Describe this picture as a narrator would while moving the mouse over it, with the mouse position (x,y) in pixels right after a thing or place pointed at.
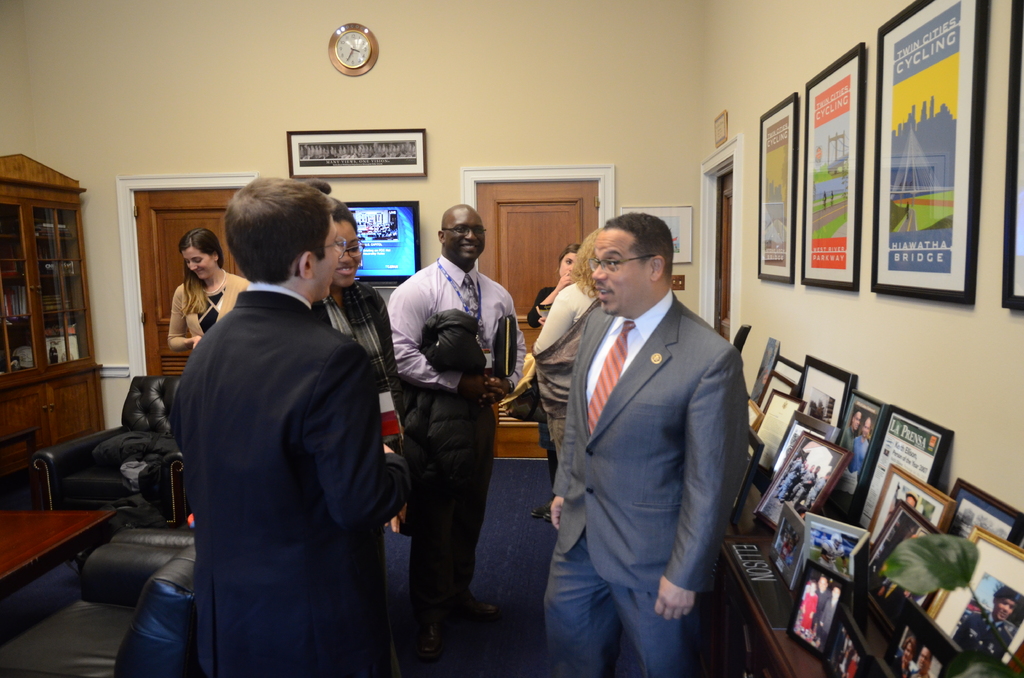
In this picture we can see few persons (611,321) standing and talking and smiling each other. On the background (574,223) we can see doors (184,215), photo frames (366,146), television (408,261) and a clock (356,56) over the wall (354,87). This is a cupboard (54,269). Here we can see photo frames (897,227). These are also photo frames (817,596) on the table (812,662). These are sofas (107,503) and chairs (130,401).
